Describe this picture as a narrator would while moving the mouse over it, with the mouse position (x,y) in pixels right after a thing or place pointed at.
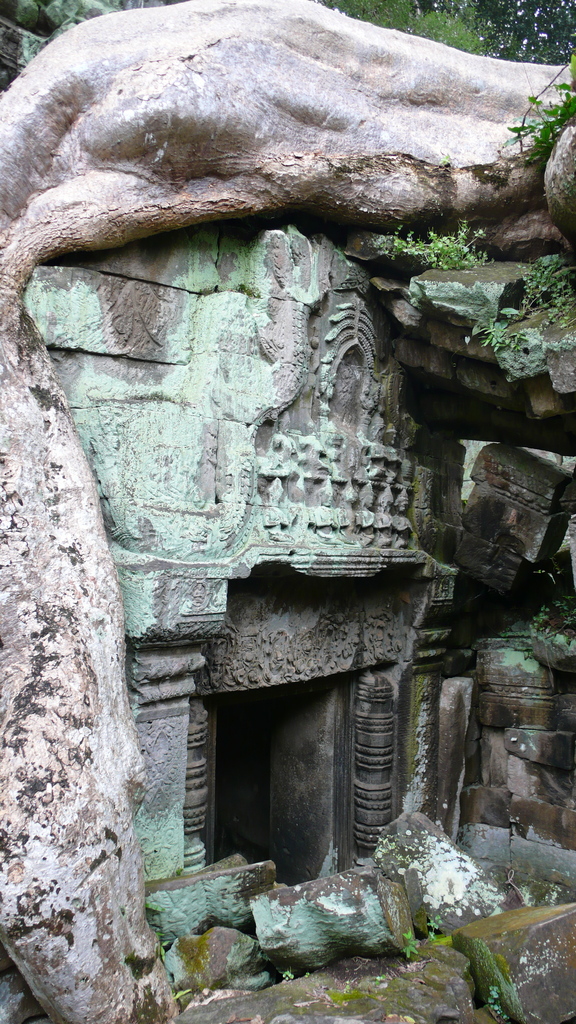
In this image, we can see the wall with some sculptures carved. We can see some rocks (378,925). We can see the trunk (473,91) of a tree (466,91). We can see some trees (512,19).
